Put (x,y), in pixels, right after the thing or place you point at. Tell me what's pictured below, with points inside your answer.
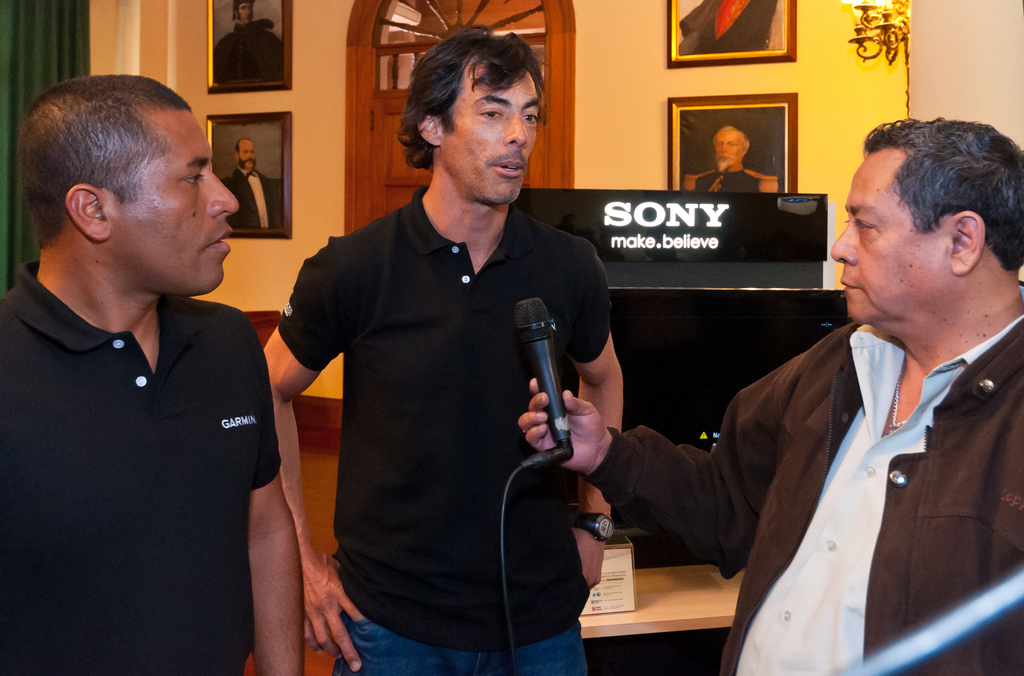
There are three members (331,349) in this picture. One guy (842,436) is holding a mic (531,335) in front of the other (475,368) in his hands (576,424). In the background (695,163) there are some photo frames (688,126) attached to the wall (301,122) and a door (376,118) here.
